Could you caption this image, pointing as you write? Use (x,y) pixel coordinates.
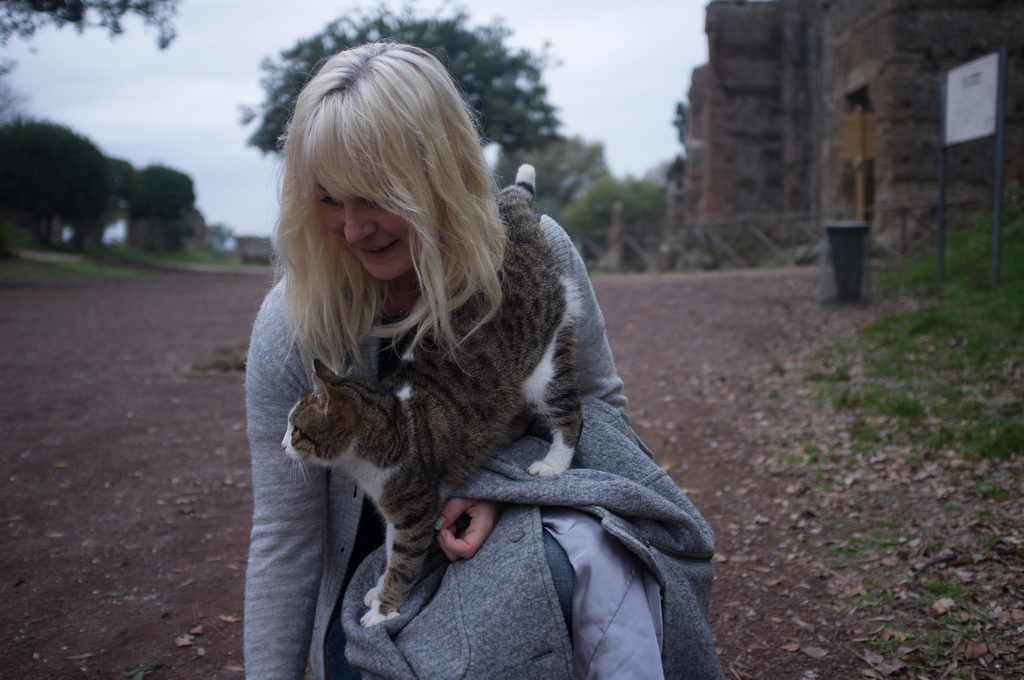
There is a woman (373,281) in the picture on which cat (395,433) is there. In the background (732,446) there is a land (182,351) some trees (164,170) building (775,91) and sky (210,54) here.
